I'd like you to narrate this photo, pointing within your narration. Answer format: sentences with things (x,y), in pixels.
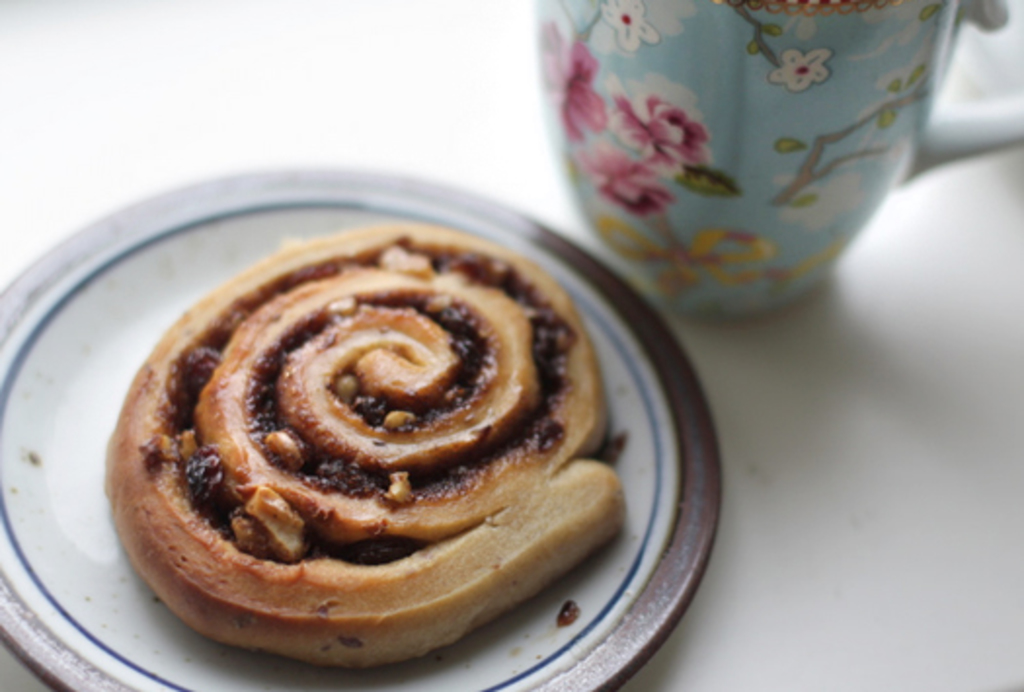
In this image there is a plate (294,189) which contains a food item (337,277) in it and there is a cup (747,208) placed beside it.
